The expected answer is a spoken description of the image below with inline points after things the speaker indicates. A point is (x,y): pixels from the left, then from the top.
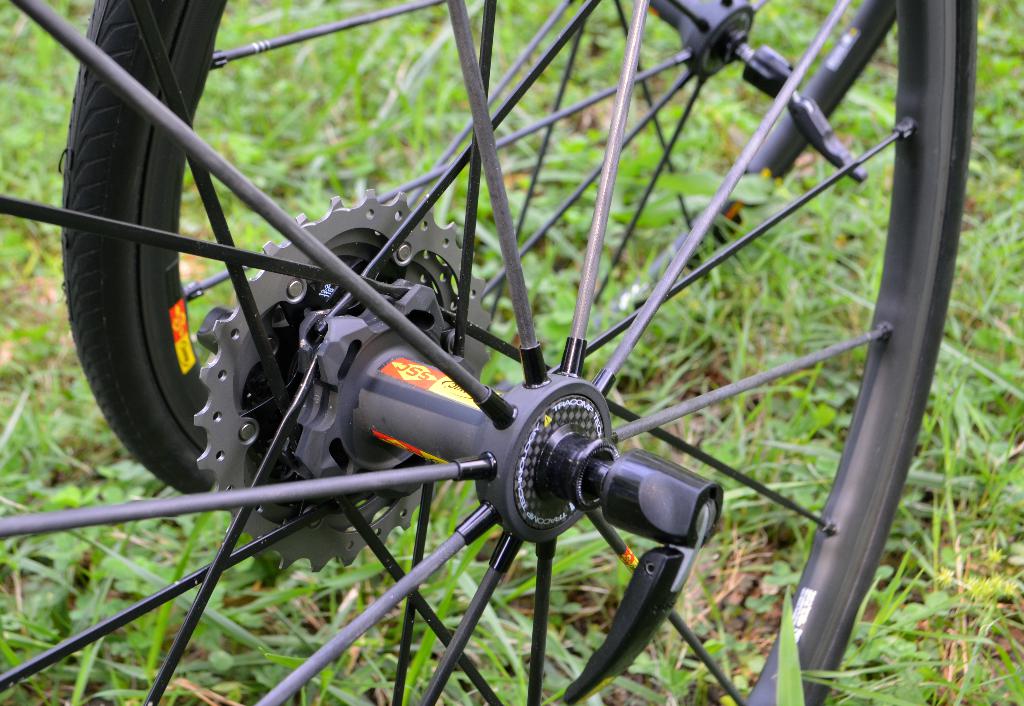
In this picture, we can see wheels (410,332), and the ground (1006,543) with grass (168,565), plants (168,565).
